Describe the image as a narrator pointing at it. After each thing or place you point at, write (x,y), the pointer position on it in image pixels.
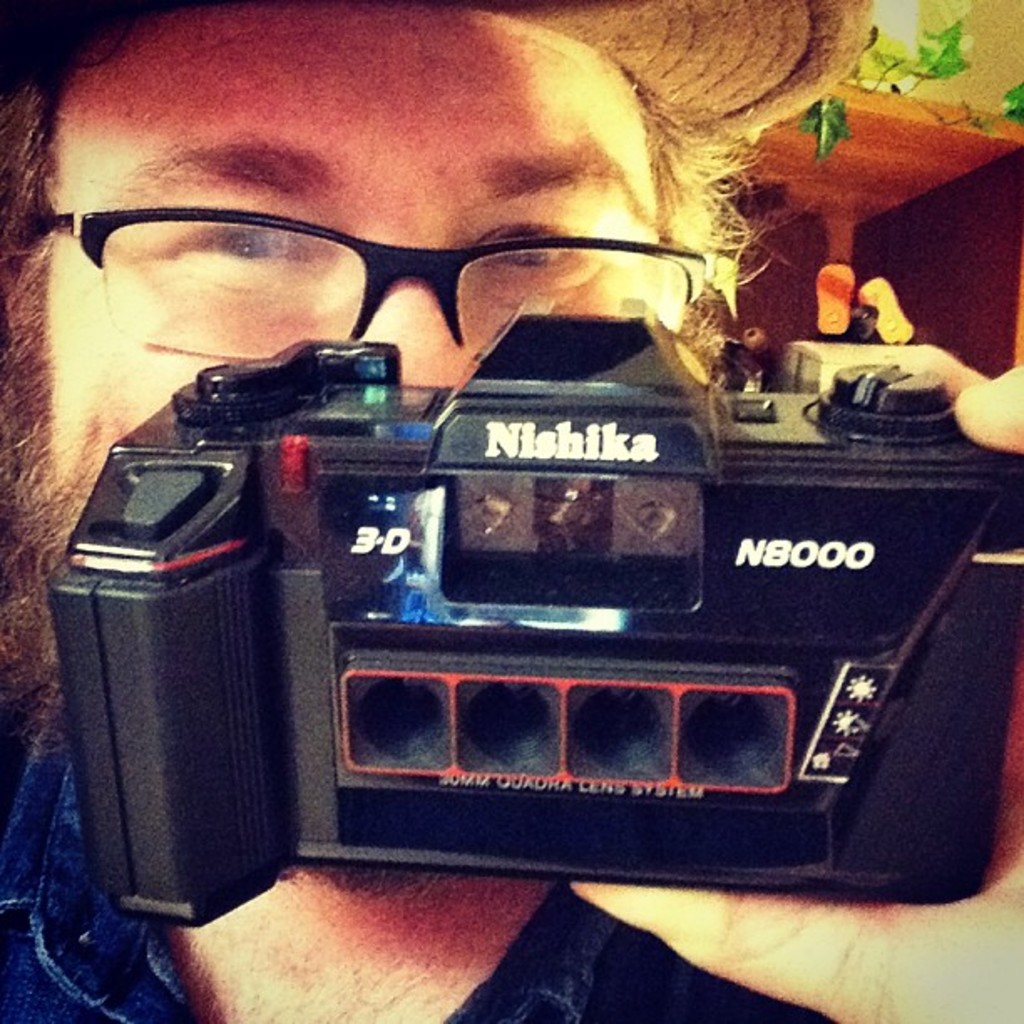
The picture consists of a person (232,84) holding a camera (630,602). In the background (905,108) we can see leaves (954,71), stems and other objects (884,193).
